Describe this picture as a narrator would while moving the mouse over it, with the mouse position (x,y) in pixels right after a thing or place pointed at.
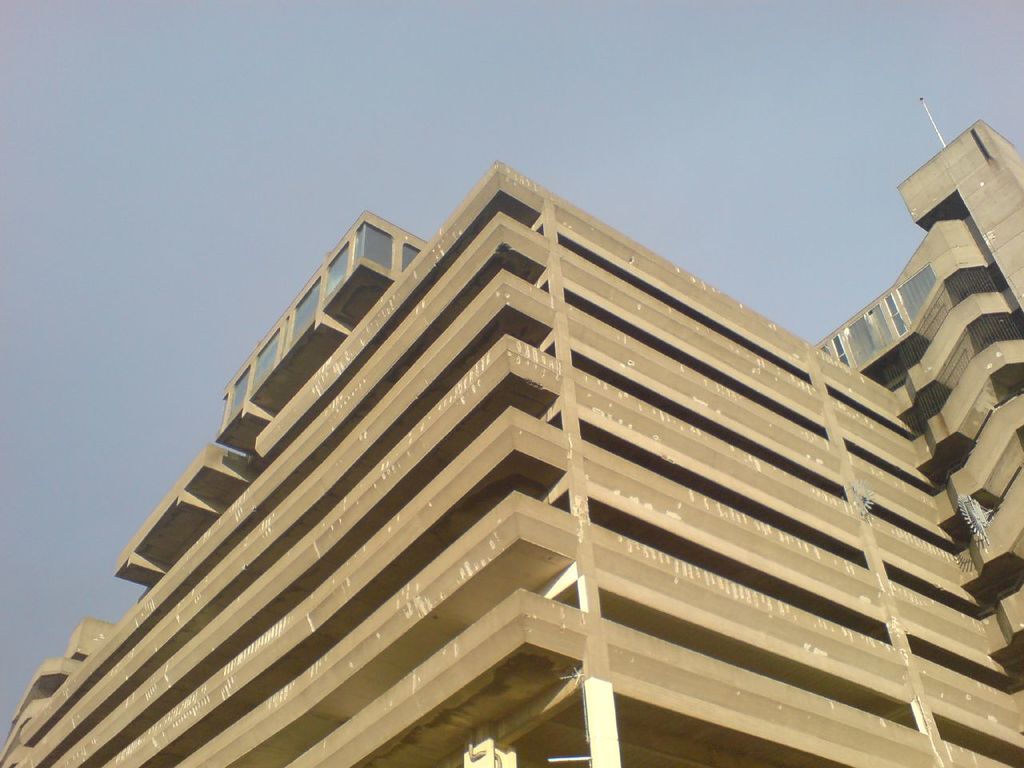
In this picture we can see buildings (752,549) and a metal rod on the building (978,136).
